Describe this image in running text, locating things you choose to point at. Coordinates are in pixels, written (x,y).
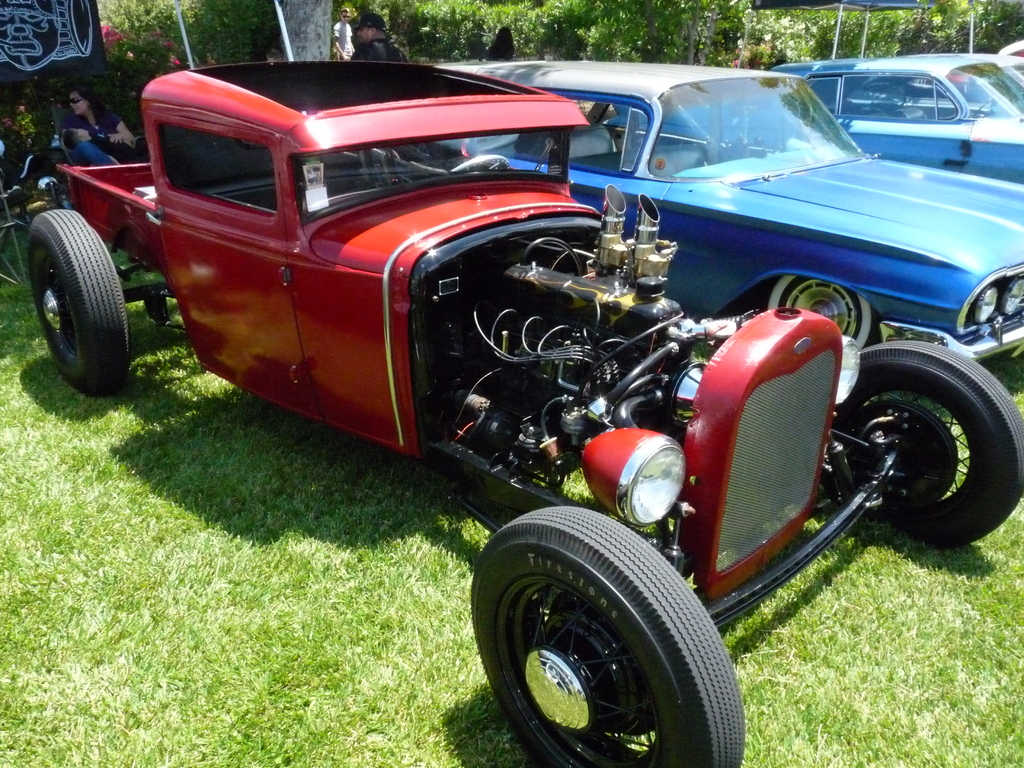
In the center of the image (534,327) we can see cars (634,479) on the grass (507,739). In the background (75,147) we can see persons (75,147), trees (294,34) and plants (595,38).
